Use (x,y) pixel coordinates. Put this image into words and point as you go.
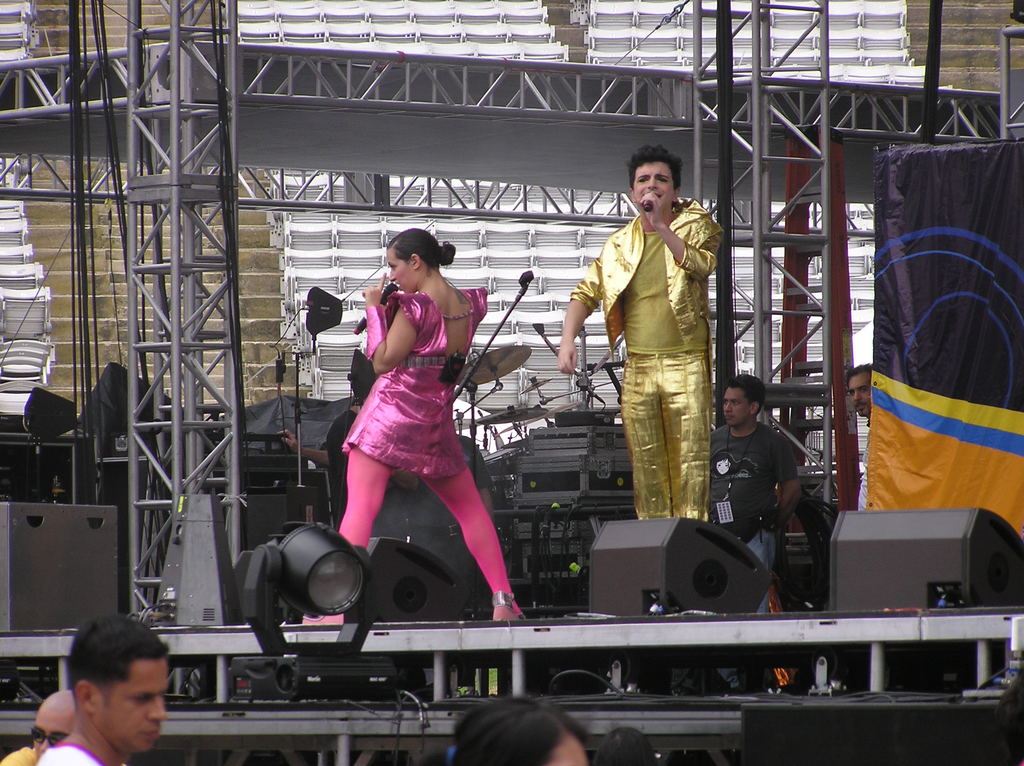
In this image there are group of people (665,340), speakers (80,562), focus light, lighting truss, cymbals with cymbal stands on the stage (599,675), and there are group of people (1023,742), chairs (298,240), stairs (258,330).
